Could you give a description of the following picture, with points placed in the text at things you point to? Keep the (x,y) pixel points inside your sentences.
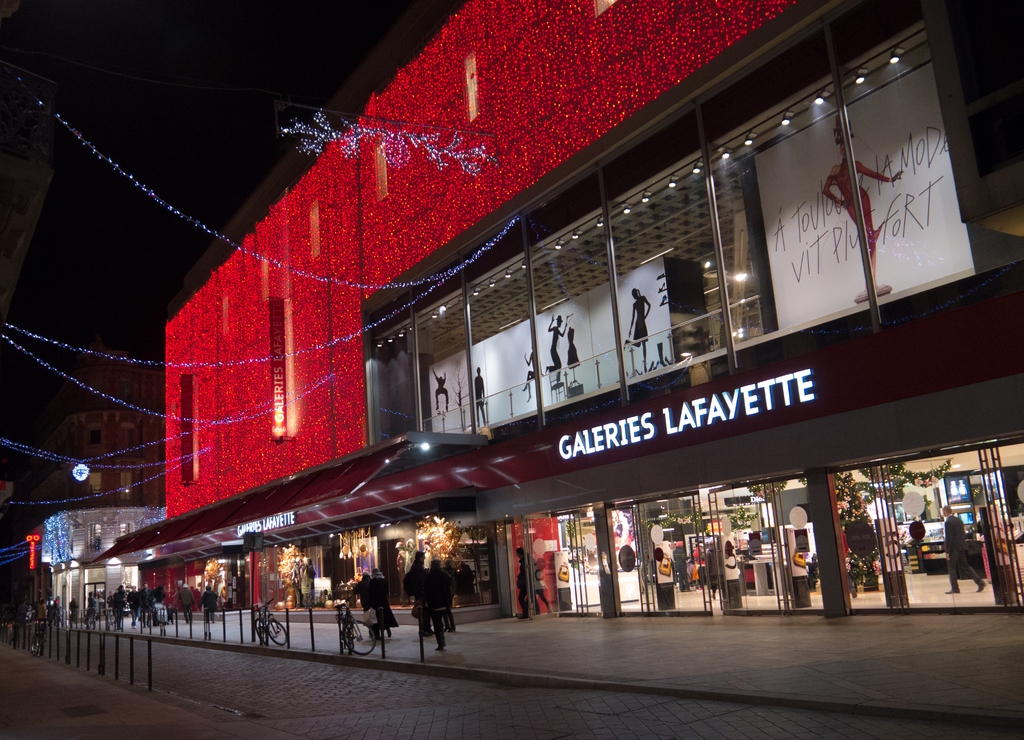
In this picture we can see few buildings (395,369), hoardings (515,471) and lights (231,409), in front of the building (373,372) we can find few metal rods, bicycles (347,615) and group of people (137,603).
